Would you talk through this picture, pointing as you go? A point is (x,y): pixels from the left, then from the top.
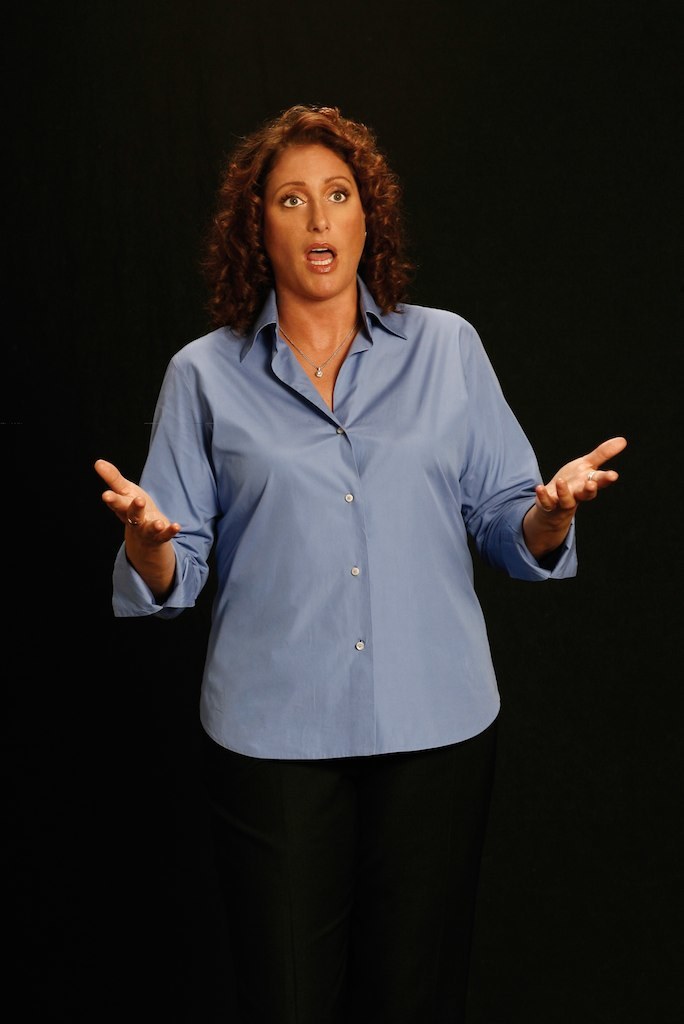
In this image we can see a woman (343,652). In the background (529,386) it is dark.
